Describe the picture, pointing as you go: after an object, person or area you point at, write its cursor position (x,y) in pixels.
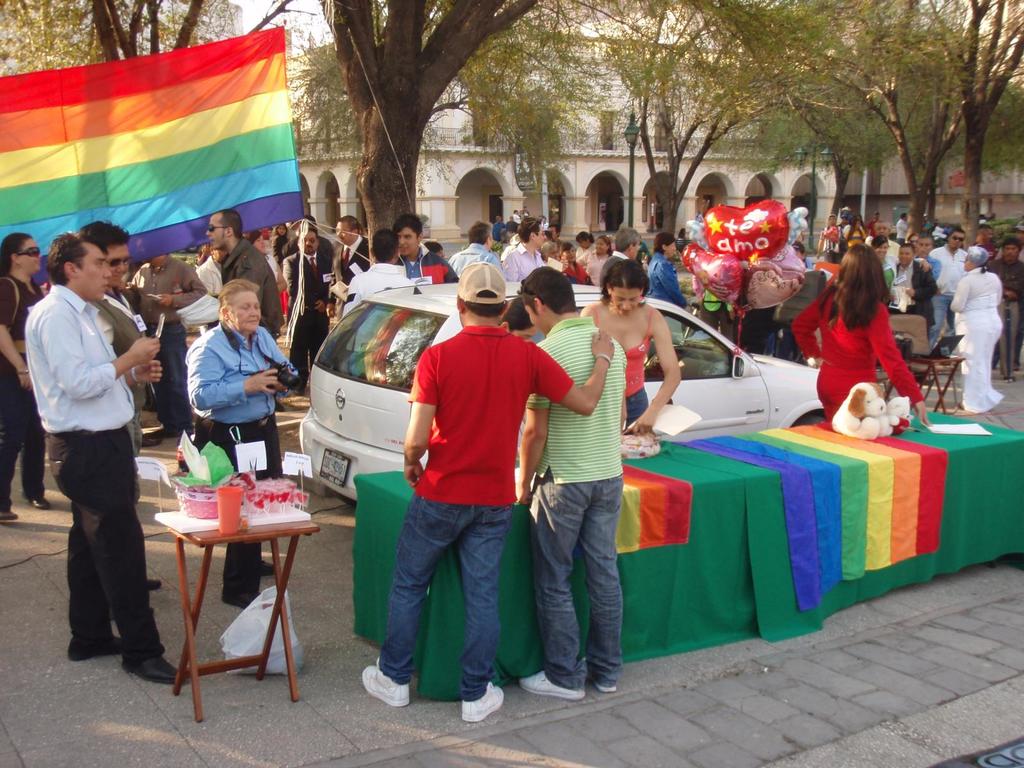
In the center (415,295) there is a car (333,371). around car (365,389) we can see group of persons (616,328) were standing. In front there is a table (748,492), on table (763,487) we can see doll (866,414), cloth (935,464) etc. In the background (488,108) there is a flag (198,193), trees (409,119), building (570,204) and balloons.
